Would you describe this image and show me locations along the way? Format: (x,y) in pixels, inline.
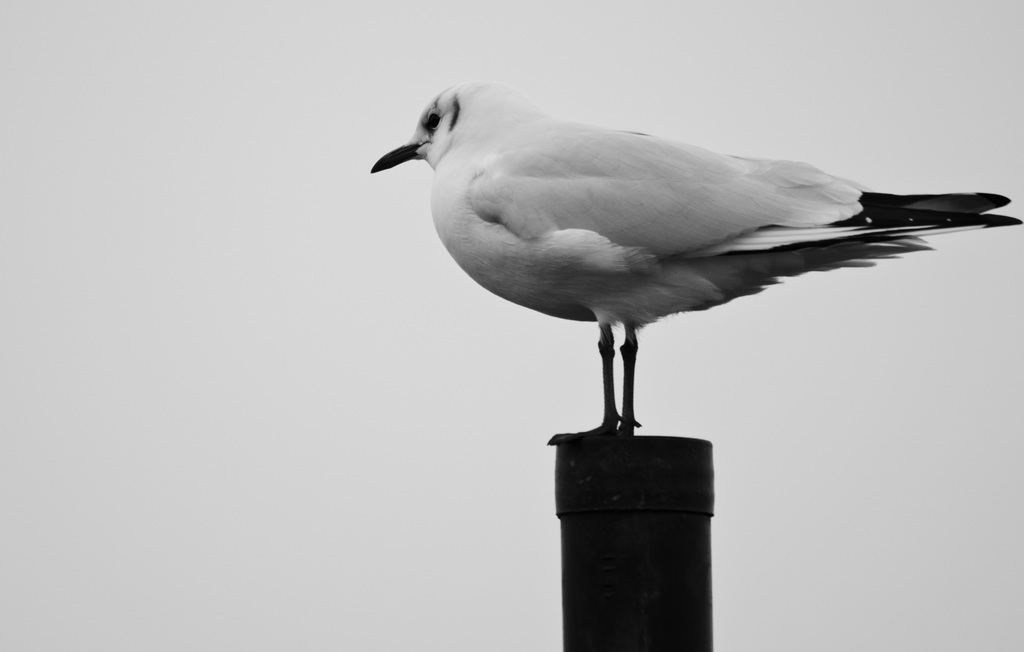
In this picture we can see a gull (571,235) is standing, at the bottom (637,534) it looks like a pipe (638,495), there is a plain background (299,127), it is a black and white image.
